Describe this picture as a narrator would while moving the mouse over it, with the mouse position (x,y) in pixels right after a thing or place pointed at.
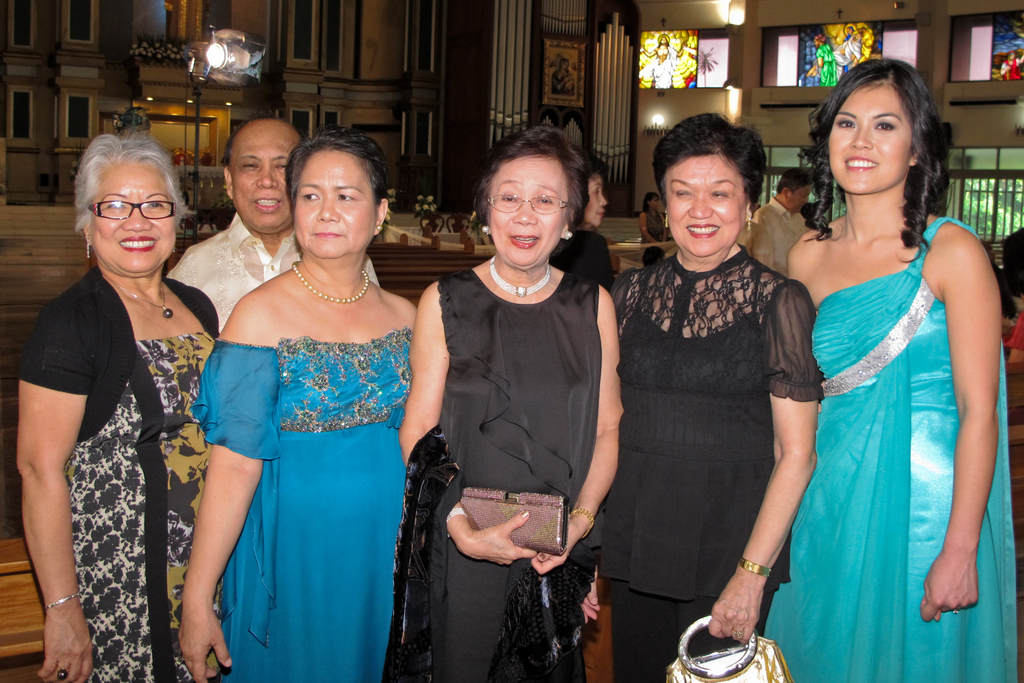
In this image we can see group of persons (651,276) standing on the ground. One woman (673,372) is holding a bag (708,619) with her hands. One woman (124,258) is wearing spectacles (100,209). In the background (558,90), we can see some lights (201,69), pillars (68,88), photo frames (568,101) on the wall (787,140), a group of windows (681,58), chairs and stained glass (1004,49).
